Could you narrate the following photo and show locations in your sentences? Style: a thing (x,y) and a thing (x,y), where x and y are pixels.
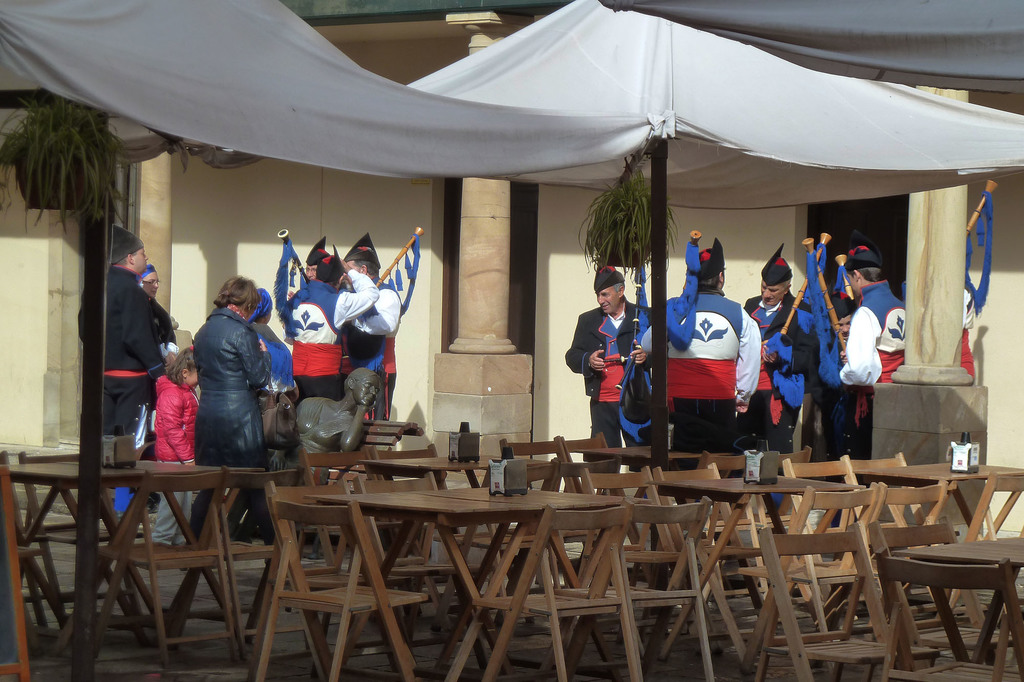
In this image there are group of people (751,353) who are standing and some of them are holding bagpipes (299,265) and some of them are holding sticks (803,295). On the top (375,110) there is one cloth (421,100) on the bottom (300,488) there are some tables (471,482) and chairs (844,501) are there and in the middle (493,305) there is one pillar (487,291).
